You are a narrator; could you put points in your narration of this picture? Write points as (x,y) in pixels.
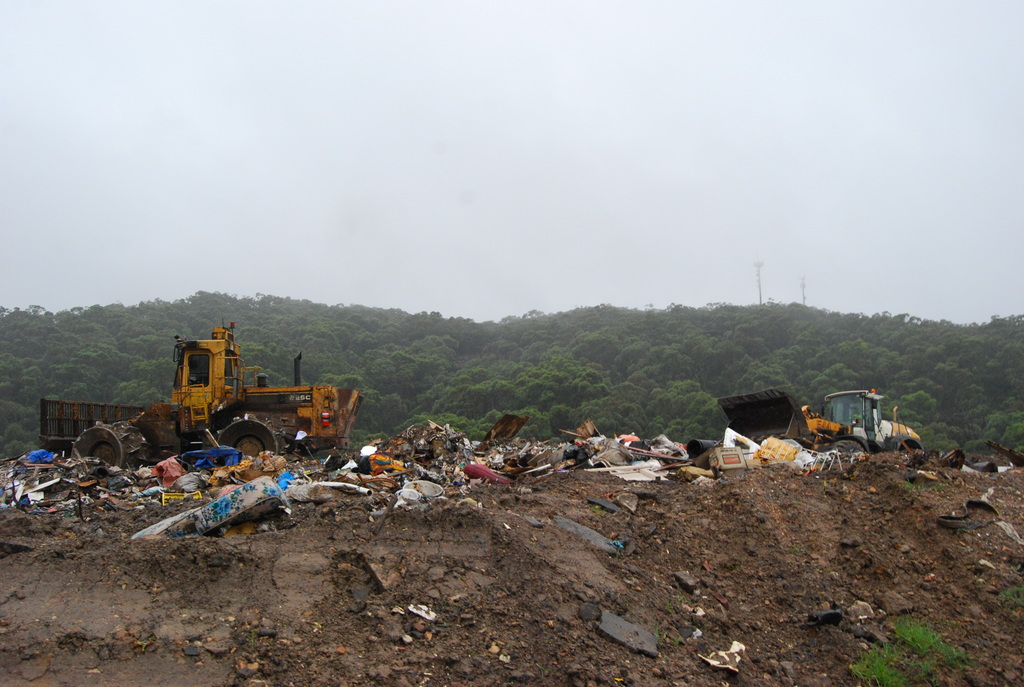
In this image there is a garbage yard (402,486) and I can see two bulldozers (267,416). In the background (536,363) there are many trees (555,362). At the top of the image (380,115) I can see the sky (187,175).
